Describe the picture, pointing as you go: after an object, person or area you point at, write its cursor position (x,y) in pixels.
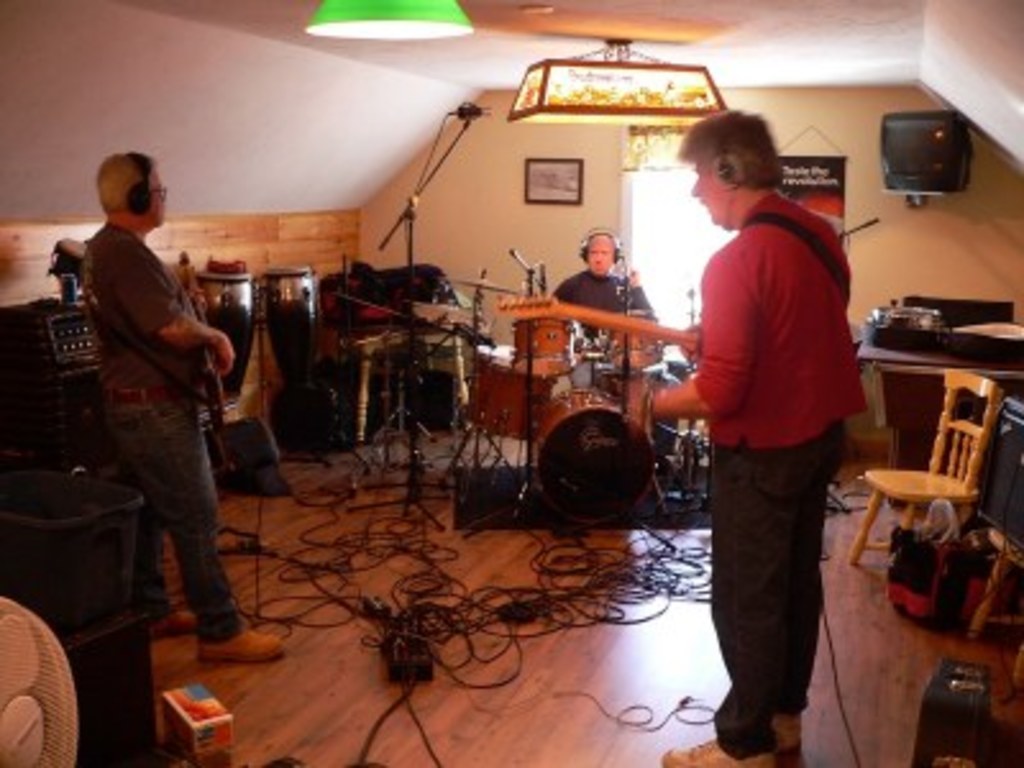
On the left side (160,306), there is a person (155,293) wearing a headset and standing on a floor (243,605) on which there are cables (635,582), boxes (108,484), speakers (108,725), musical instruments (503,366), a table (905,366) and chairs (978,427). On the right side (708,745), there is a person (817,335) in a red color t-shirt (809,321), holding a guitar (645,327) and standing. In the background (634,72), there are lights (577,81) attached to a roof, there is a photo frame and a poster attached to a wall (576,218), there is a person (592,303) sitting in front of the musical instruments (535,364) and there are other objects (438,286).
